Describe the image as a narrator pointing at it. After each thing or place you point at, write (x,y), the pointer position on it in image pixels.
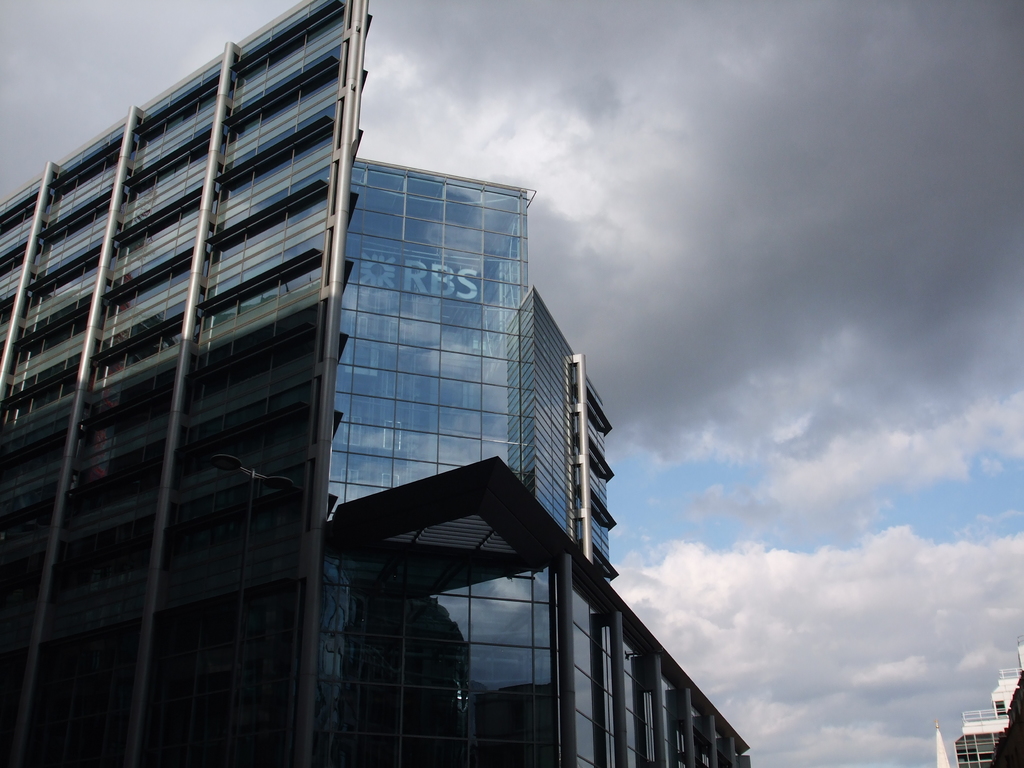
In this image there are buildings (412,558), glass windows (475,663) and a cloudy sky (628,352). Inside that building (432,251) there is a text (424,265).
